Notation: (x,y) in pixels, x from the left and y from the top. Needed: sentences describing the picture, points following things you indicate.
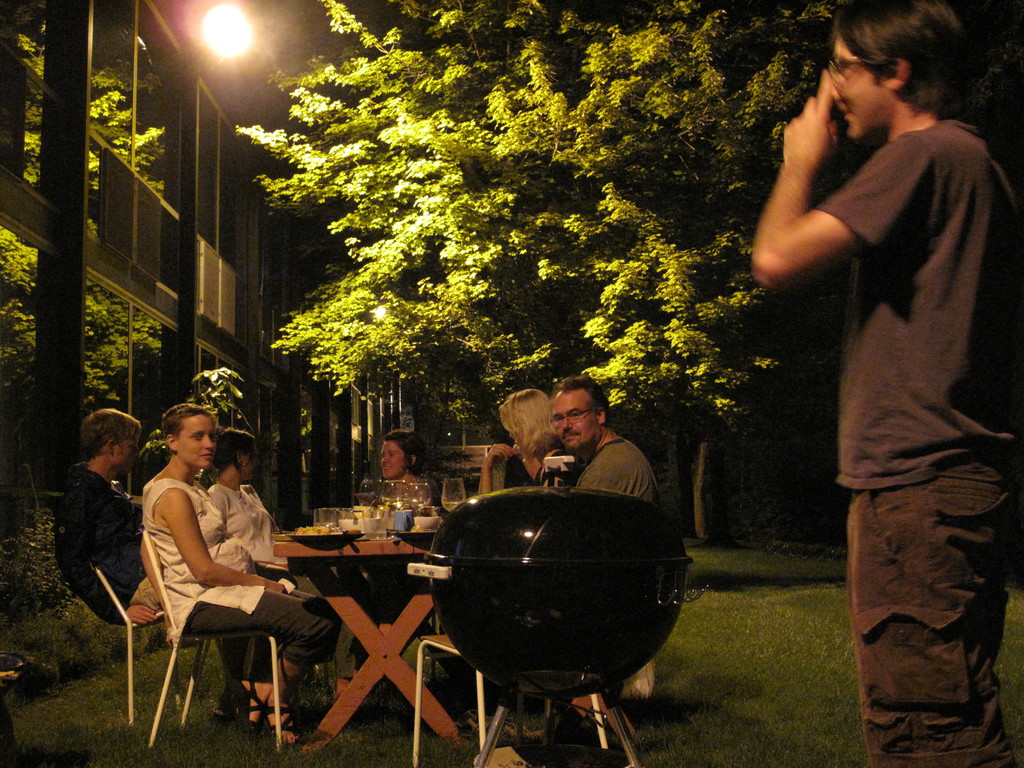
In a garden (194,748) few people (103,602) are sitting on chairs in front of table (279,553) where food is served and behind them there is a building (111,220) with glass walls (7,416) and a tree (632,325) at one side above that there is a light (212,50) focusing towards people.
